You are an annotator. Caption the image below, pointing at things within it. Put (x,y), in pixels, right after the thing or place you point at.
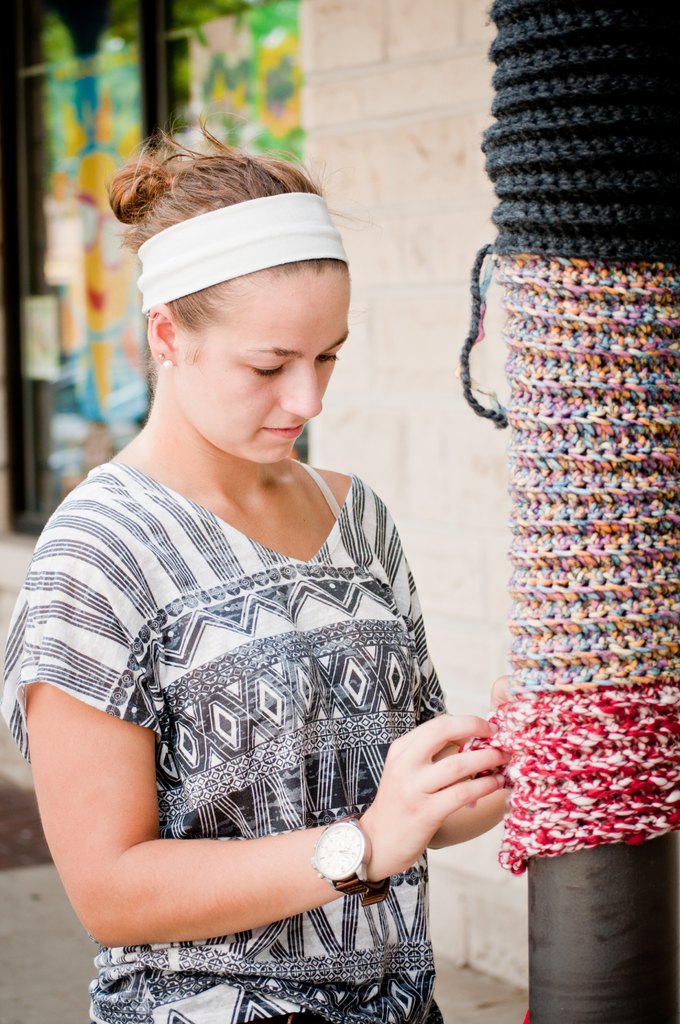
On the left side of the image (214,494) a lady (312,495) is standing. On the right side of the image (589,381) a woolen (640,447) is there. In the background of the image (393,185) a wall (364,132) and door (186,97) are present. At the bottom of the image (53,989) ground (47,990) is there.
